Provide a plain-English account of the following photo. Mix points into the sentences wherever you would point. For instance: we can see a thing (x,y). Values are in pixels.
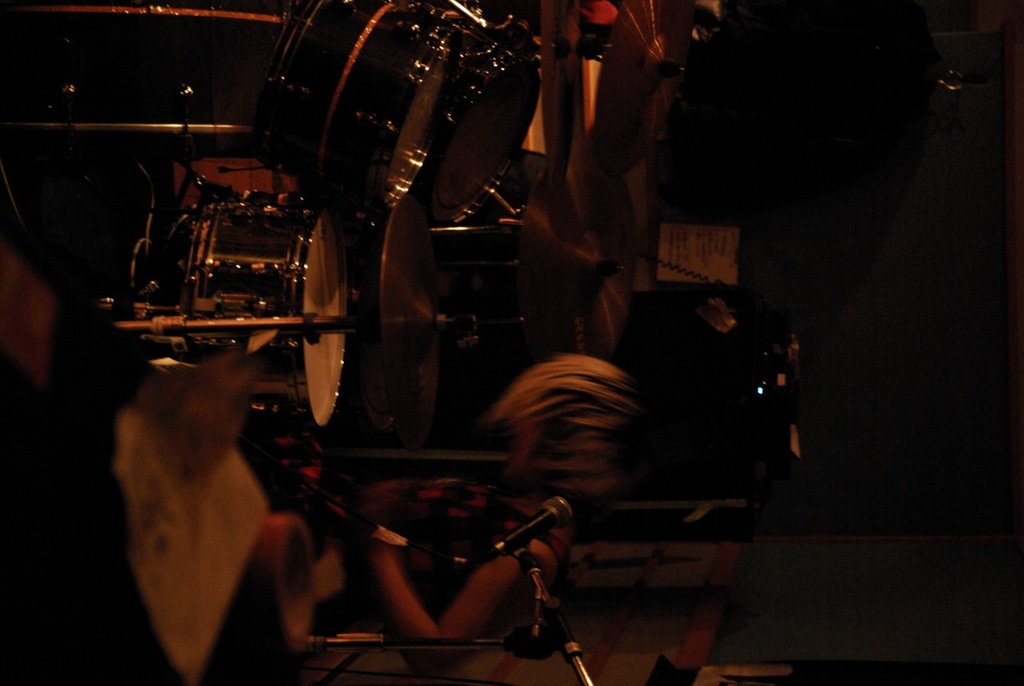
In this picture I can see there is a person (445,519) performing at a microphone (561,509) in front of the drum set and there are cymbals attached to the drum set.
